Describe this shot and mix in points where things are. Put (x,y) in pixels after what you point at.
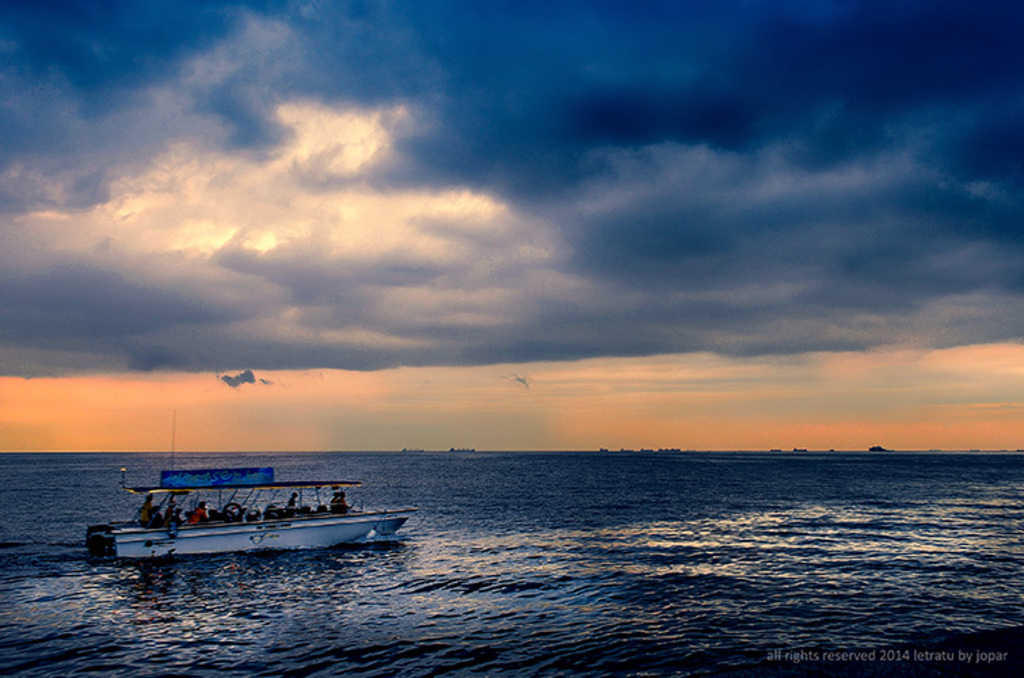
In the foreground of this image (196,542), there is a boat (323,537) on the water (677,553). At the top (356,128), there is the sky (633,57) and the cloud (676,61).
